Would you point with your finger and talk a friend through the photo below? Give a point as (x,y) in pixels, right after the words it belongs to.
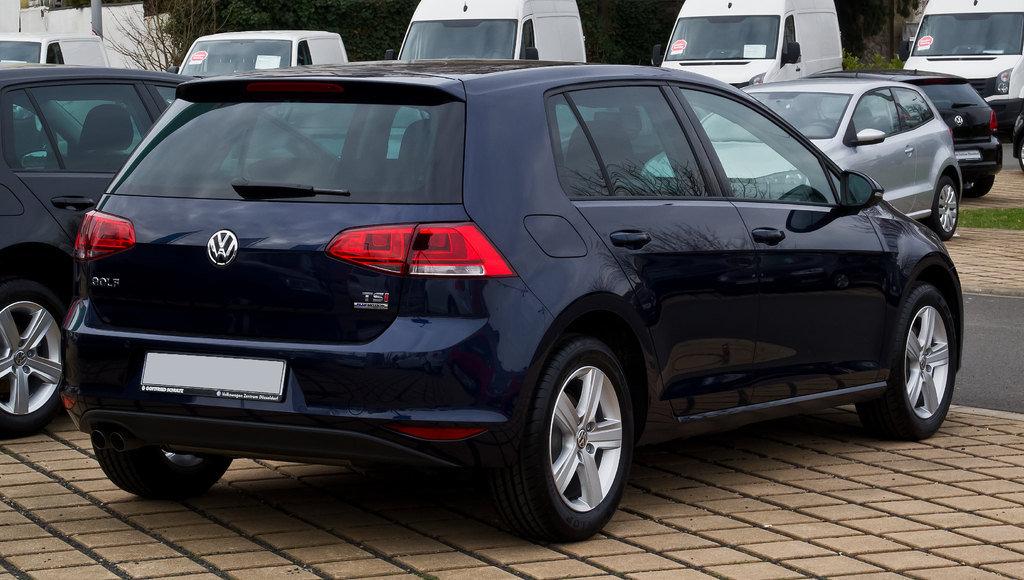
This image consists of many cars (448,210). In the front (522,330), we can see a black car (494,371) parked on the pavement (693,564). On the right (974,361), we can a road (974,310). In the background (254,26), there are trees (232,30) and a wall (53,30).
